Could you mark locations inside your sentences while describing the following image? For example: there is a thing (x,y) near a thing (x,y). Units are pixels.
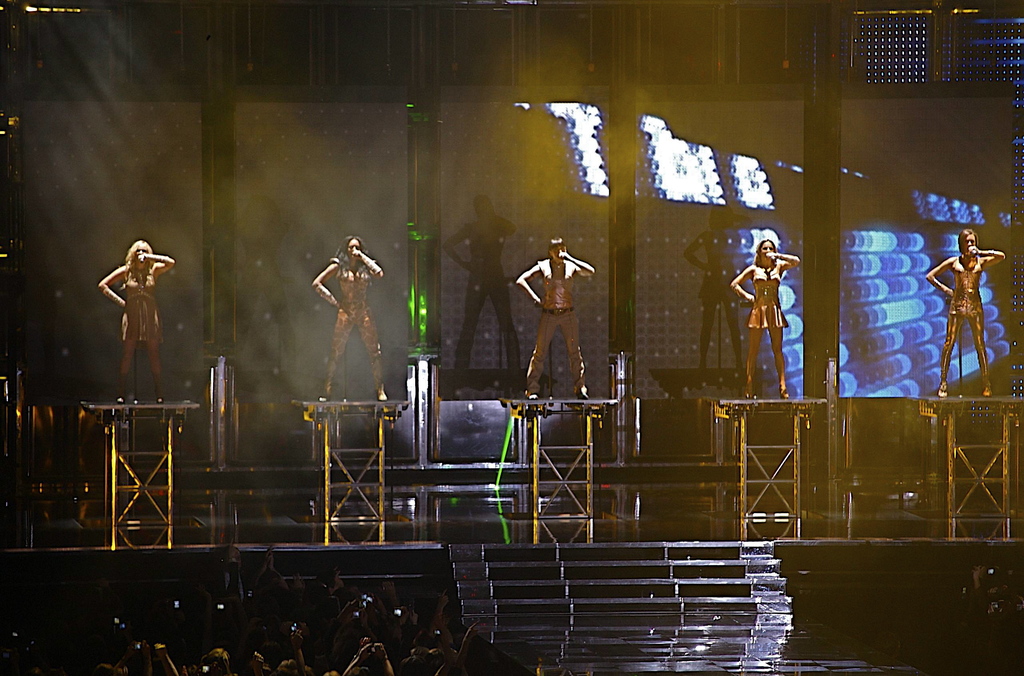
In this image I can see few people (757,261) are standing and holding something. They are standing on few stands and few stands (584,441) are on the stage (691,520). I can see few people (157,647), stairs (668,589) and few lights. Background (181,289) is dark.
